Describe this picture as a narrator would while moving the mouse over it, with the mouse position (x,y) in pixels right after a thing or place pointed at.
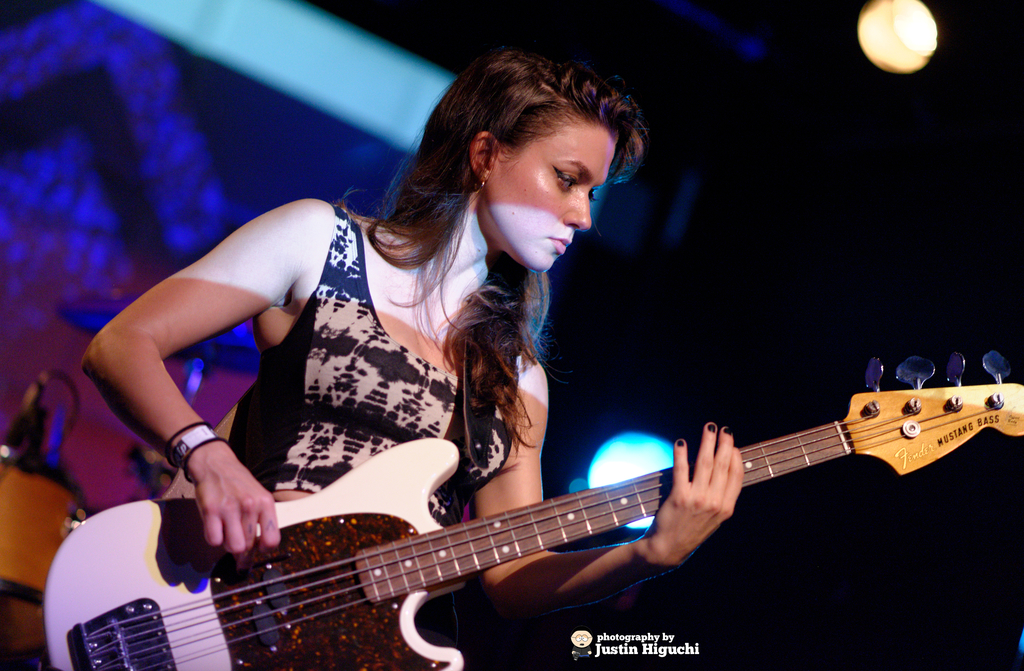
In this picture there is a girl (598,84) who is holding the guitar (201,524) in her hand (732,442) and there is a stage (356,114) at the left side of the image (50,172) and there is a lamp (901,67) above the image.
